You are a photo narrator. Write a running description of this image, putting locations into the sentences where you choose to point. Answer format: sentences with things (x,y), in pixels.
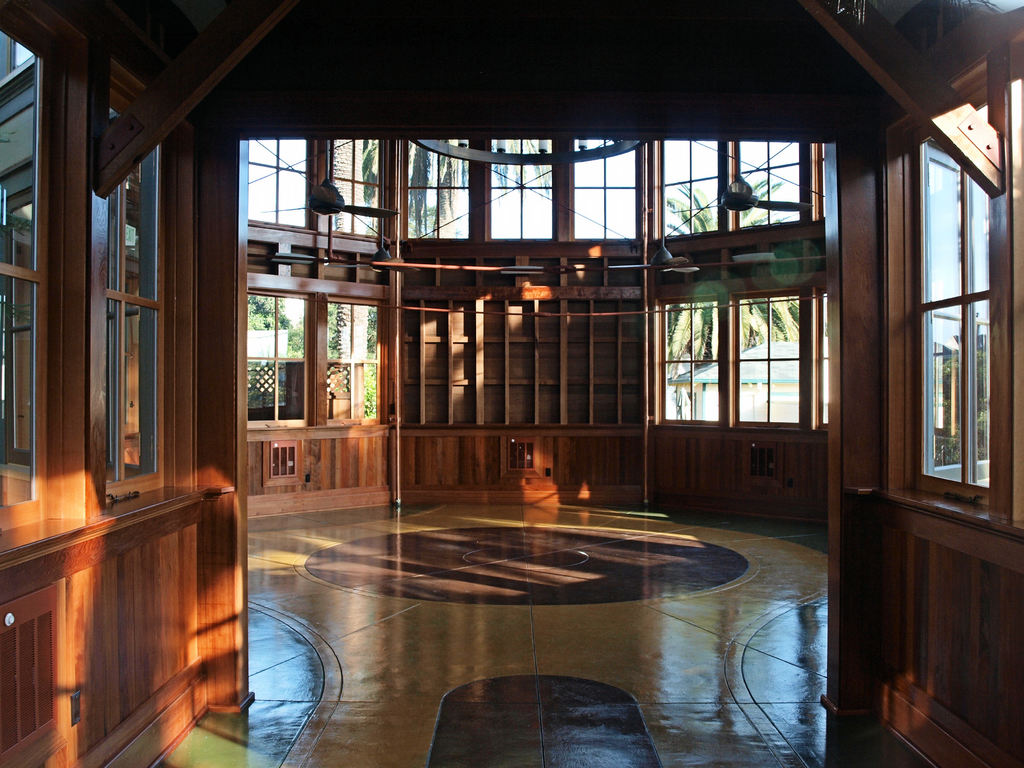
In this image we can see the inside view of a wooden building (392,587).
